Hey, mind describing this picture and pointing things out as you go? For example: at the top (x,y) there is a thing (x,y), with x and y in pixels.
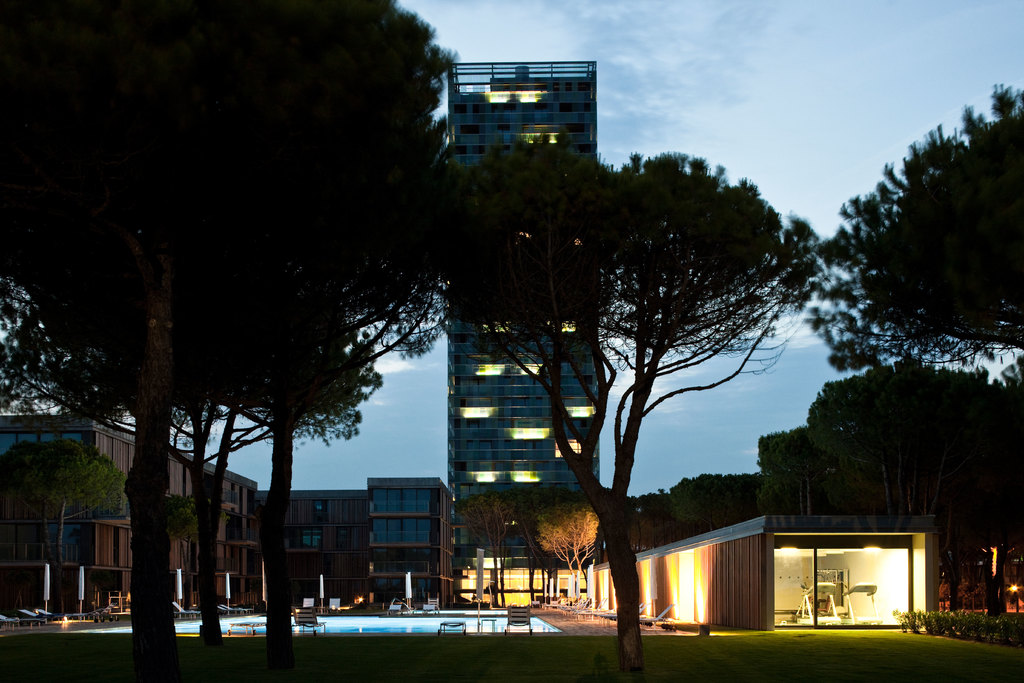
In this image we can see some trees (557,326) at the foreground of the image (157,595) and at the background of the image (381,538) there are buildings (452,549), swimming pool (395,632), chairs (575,608), beach benches (592,614) and at the top of the image (782,111) there is clear sky (864,29).
